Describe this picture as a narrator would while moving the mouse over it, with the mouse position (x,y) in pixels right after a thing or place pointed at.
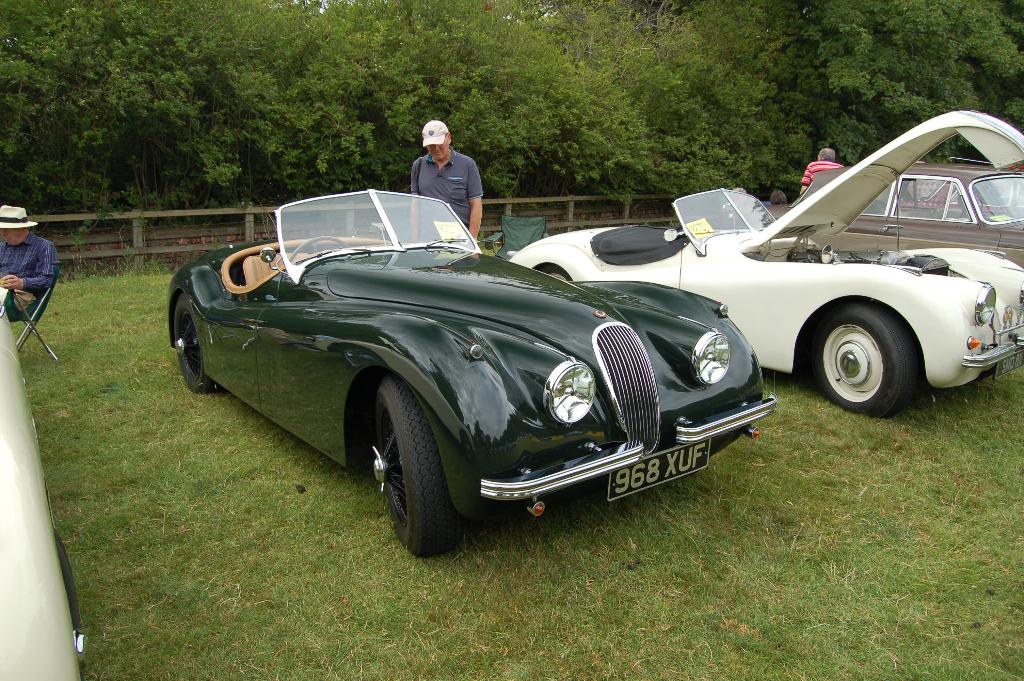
In the image there are cars (590,311) on the ground (642,541). On the ground (678,495) there is grass (201,502). Behind the cars (572,246) there are two men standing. On the left corner of the image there is a car (9,407). Behind the car (21,554) there is a man (14,251) with a hat (25,219) is sitting on the chair (51,297). Behind them there is fencing (223,247). Behind the fencing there are trees (596,86).
